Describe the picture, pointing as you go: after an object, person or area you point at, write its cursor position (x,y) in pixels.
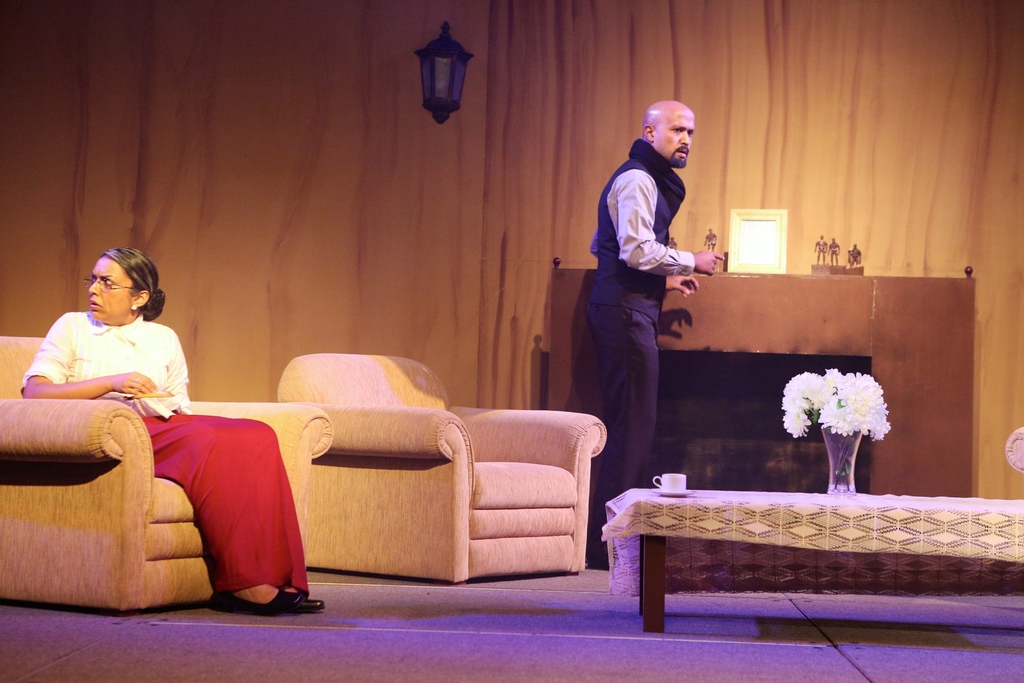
In this picture, we see a man (611,253) and woman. man (665,102) standing and a woman (155,309) seated in a chair (285,424) and we see a table (870,566). On the table (657,507), We see a cup (673,482) and a flower pot (795,428).
